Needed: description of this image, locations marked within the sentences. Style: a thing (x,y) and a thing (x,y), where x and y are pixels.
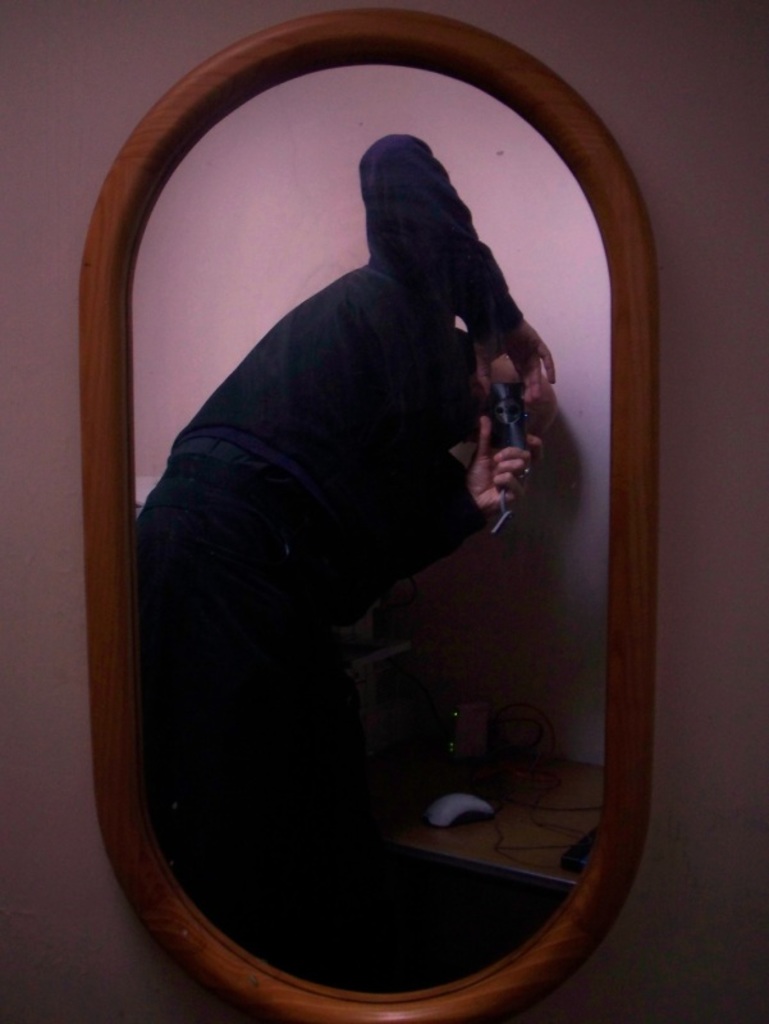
In this image there is a wall (714,15) for that wall (56,556) there is a mirror (255,895), in that mirror (268,899) there is a reflection (245,414) of a man (437,208) holding camera (509,434) in his hand (479,487) and a table (540,786), on that table (506,800) there are few objects (451,726).
